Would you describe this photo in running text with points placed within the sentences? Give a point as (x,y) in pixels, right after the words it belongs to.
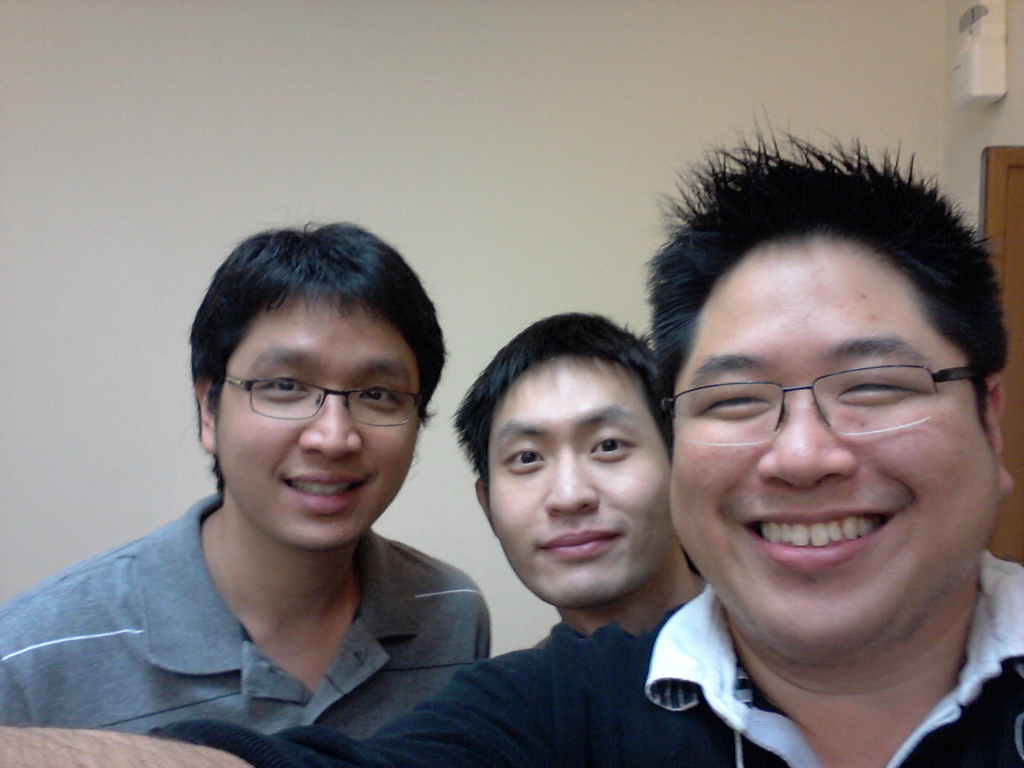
In this picture we can observe three men (291,460). All of them are smiling. Two of them are wearing spectacles (760,415). In the background (264,137) we can observe a wall (316,101).
